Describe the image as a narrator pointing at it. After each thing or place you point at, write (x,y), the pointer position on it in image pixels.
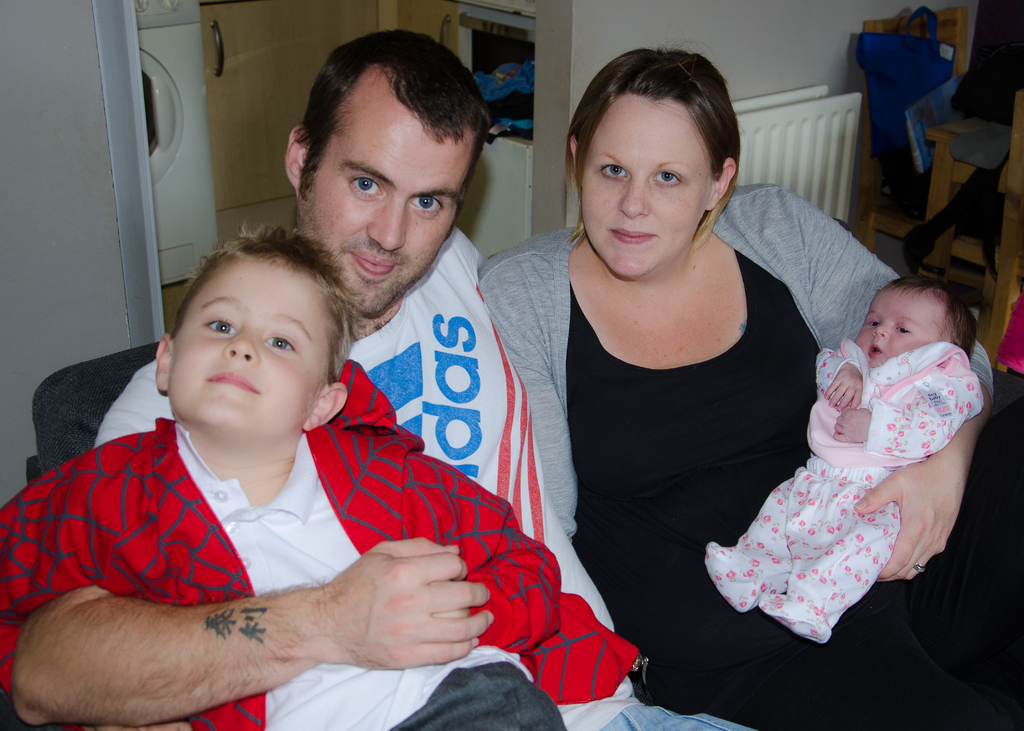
This picture is clicked inside the room (10,165). In this picture, we see a man (438,362) is holding the boy (345,543) and the woman (584,282) is holding the baby (764,582). Both of them are sitting on the sofa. Behind them, we see a wall (66,177), washing machine (158,112) and a door (212,62). On the right side (893,227), we see the table (956,170) and a chair (879,224) on which a blue color bag (904,90) is placed. Behind that, we see a wall (702,42).
